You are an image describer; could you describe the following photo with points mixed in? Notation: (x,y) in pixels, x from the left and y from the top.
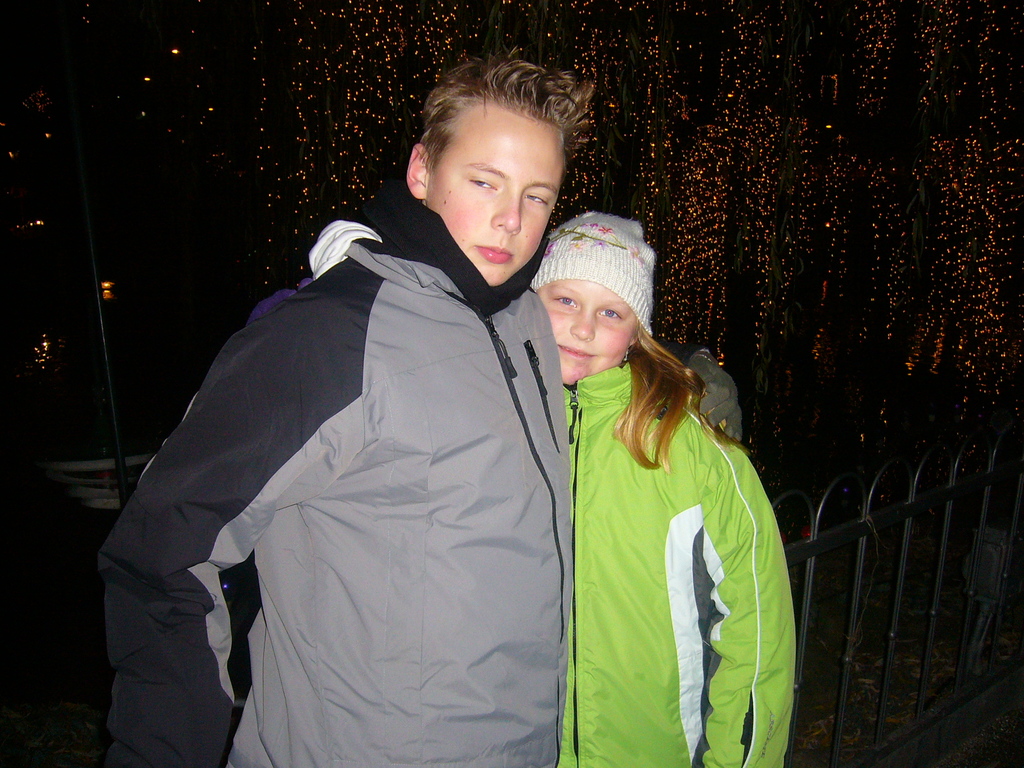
In the center of this picture (648,444) we can see the two persons (405,485) wearing jackets (520,533) and standing. In the background (839,341) we can see the lights (888,305), pole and the metal fence (1011,551) and some other objects (95,497).
